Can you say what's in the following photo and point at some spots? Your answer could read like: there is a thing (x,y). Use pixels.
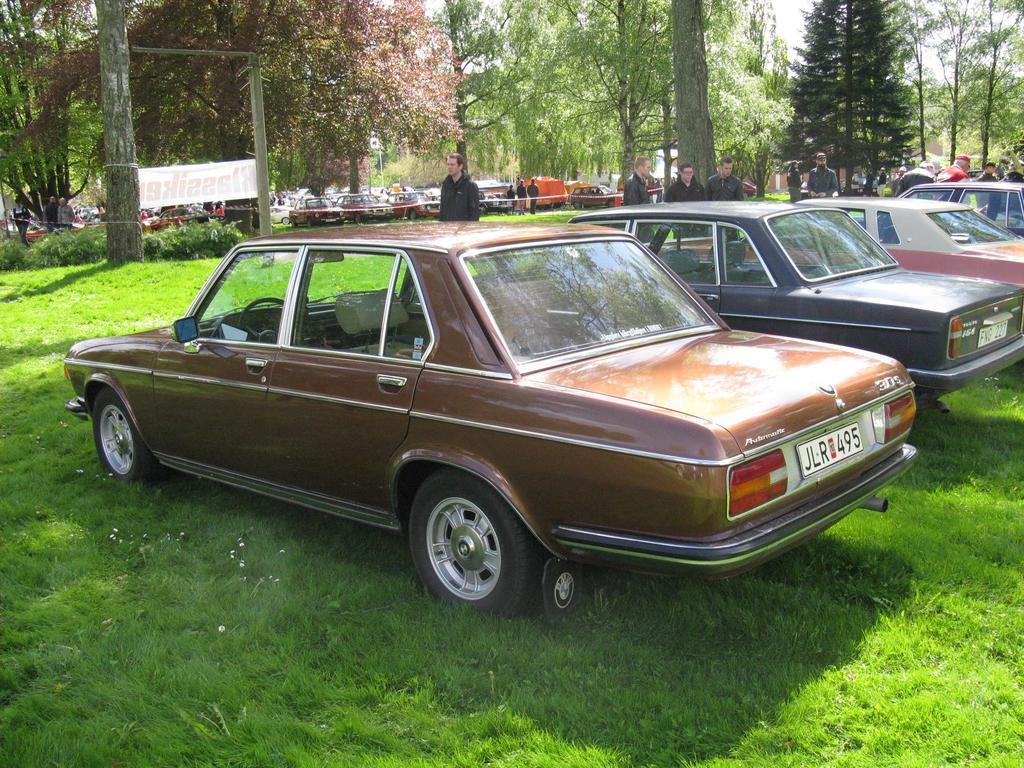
In this image we can see many cars (659,325) placed in rows. In the background (513,91) there are trees (444,91), persons (466,190), advertisement (250,177), pole (259,104), sky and grass (316,628).
